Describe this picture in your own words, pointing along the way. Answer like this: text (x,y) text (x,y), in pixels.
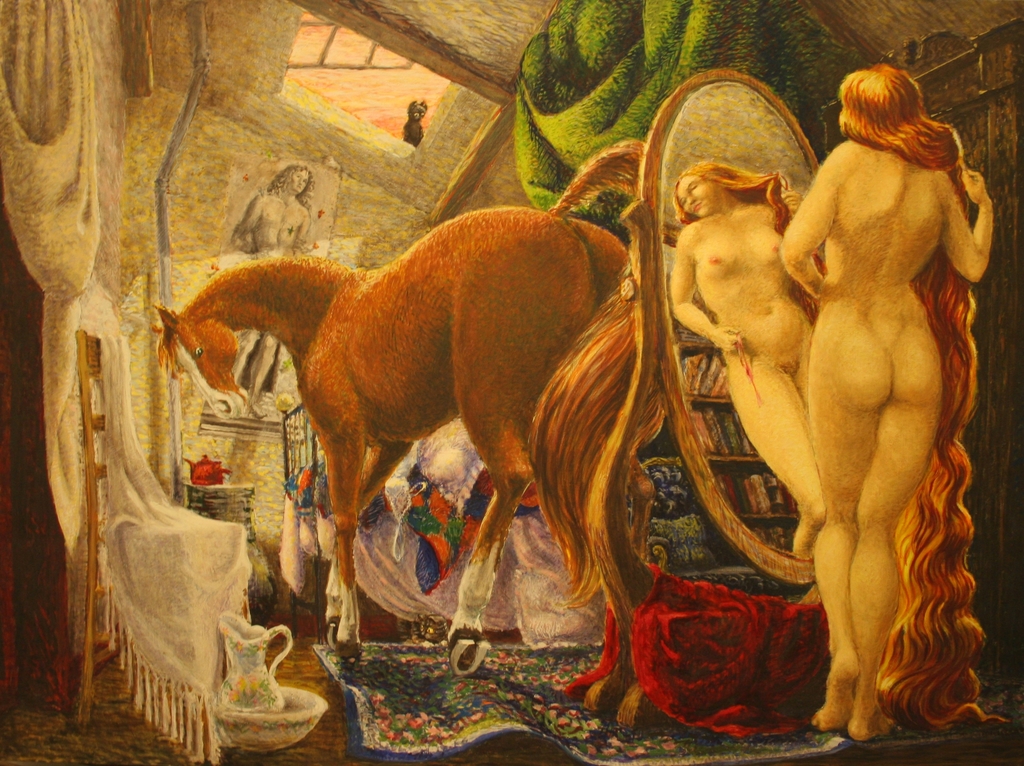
In this image, we can see an art (409,119) contains a horse (493,314). There is a person (879,267) on the right side of the image (863,303) standing in front of the mirror (766,381). There is a cot (322,507) and painting (256,364) in the middle of the image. There is a jar (255,647) at bottom of the image (282,706).
